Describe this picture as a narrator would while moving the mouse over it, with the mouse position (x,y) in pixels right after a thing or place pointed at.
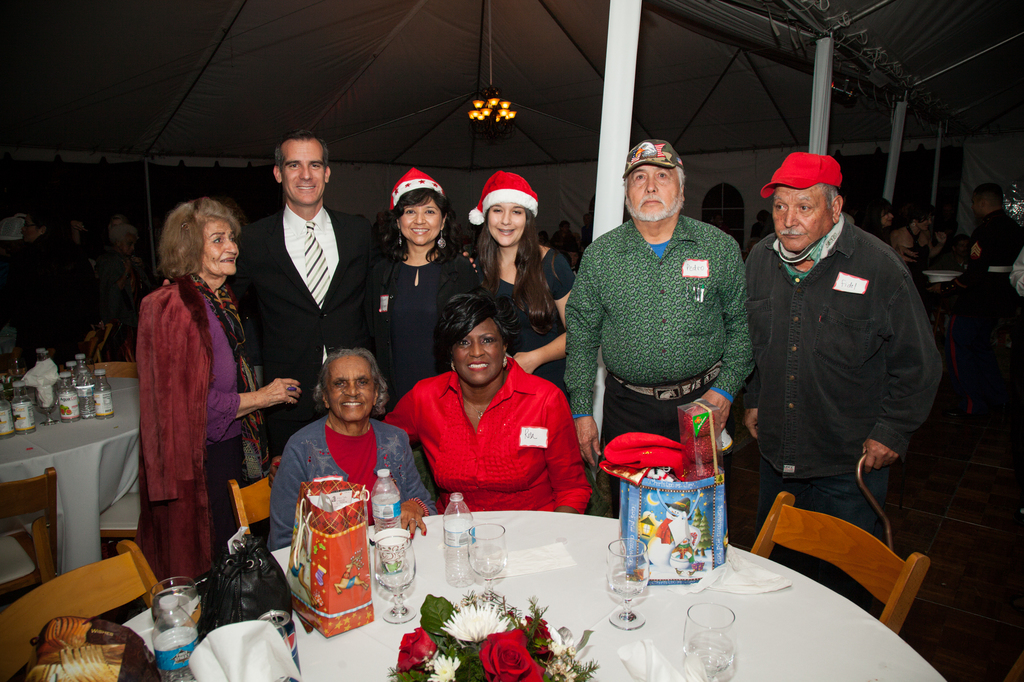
There is a table (369,637) at the bottom side of the image (422,595), on which there are flowers (488,628), bottles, glasses (621,578) and other items (242,578), there are people (390,268) in the center (529,338). There are people (973,321) and a table (68,435) in the background area (946,284), there is a chandelier (497,111) and a roof (581,108) at the top side (511,115).
